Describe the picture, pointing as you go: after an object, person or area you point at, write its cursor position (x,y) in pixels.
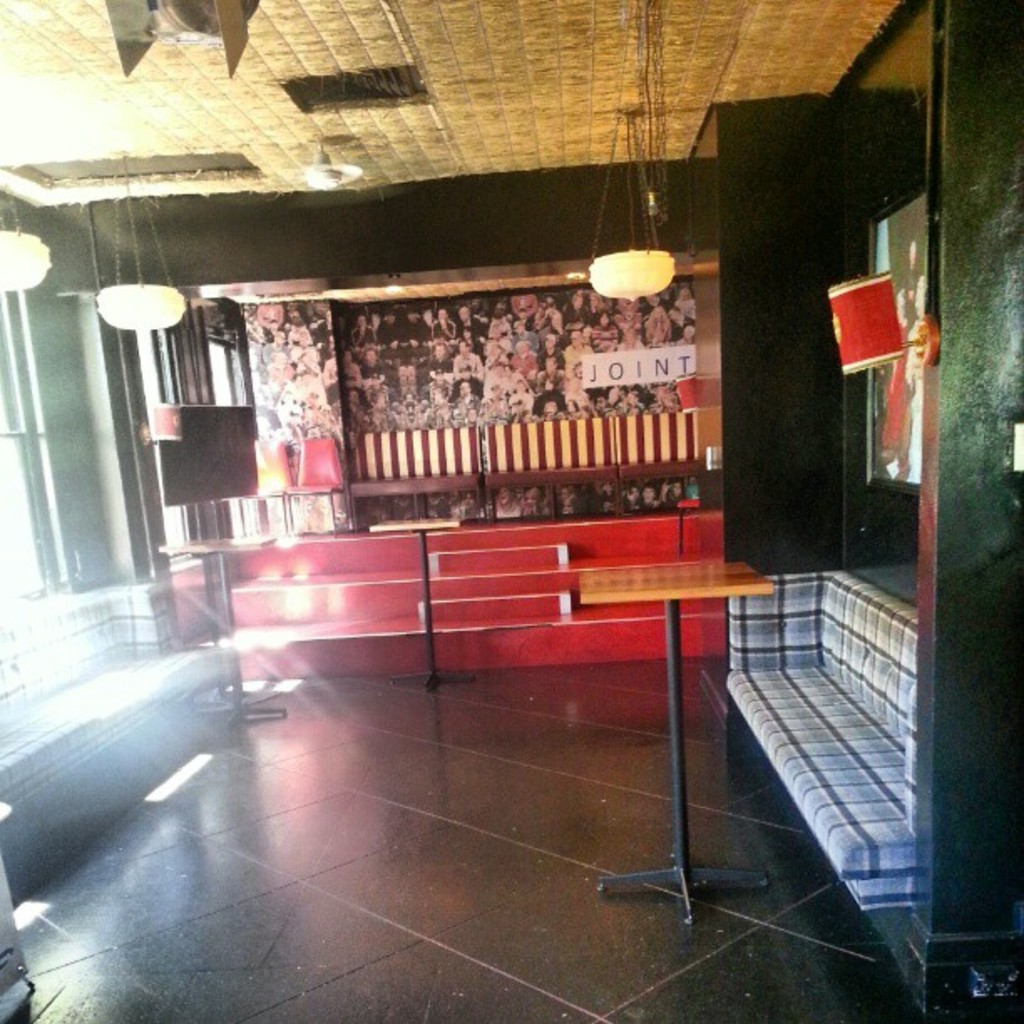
The image is clicked inside a room (603,570). In the foreground of the picture (834,697) there are tables (668,571), couches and floor (234,910). In the background (560,323) there are posters (560,344), curtain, frame (908,321) to the wall (793,355). At the top (149,290) we can see chandeliers (134,293) and ceiling (331,105). On the left (9,576) we can see sun rays (29,617) falling into the room (362,661).
